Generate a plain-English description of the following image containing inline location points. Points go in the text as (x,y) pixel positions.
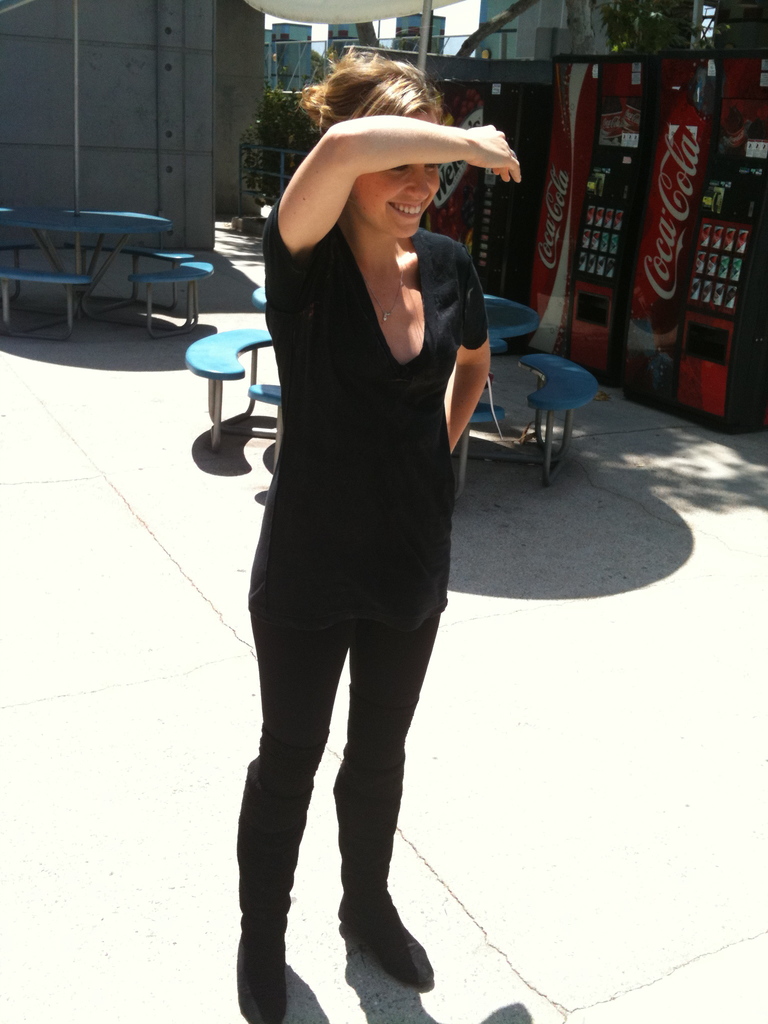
In this picture I can see there is a woman (320,731) standing and she is wearing a black color shirt (363,533) and pant (371,689), she is laughing and there are tables (506,315) and benches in the backdrop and there are beverage vending machines (692,195) on to right (699,169) and there is a tree (689,8), there are few buildings (533,8).
